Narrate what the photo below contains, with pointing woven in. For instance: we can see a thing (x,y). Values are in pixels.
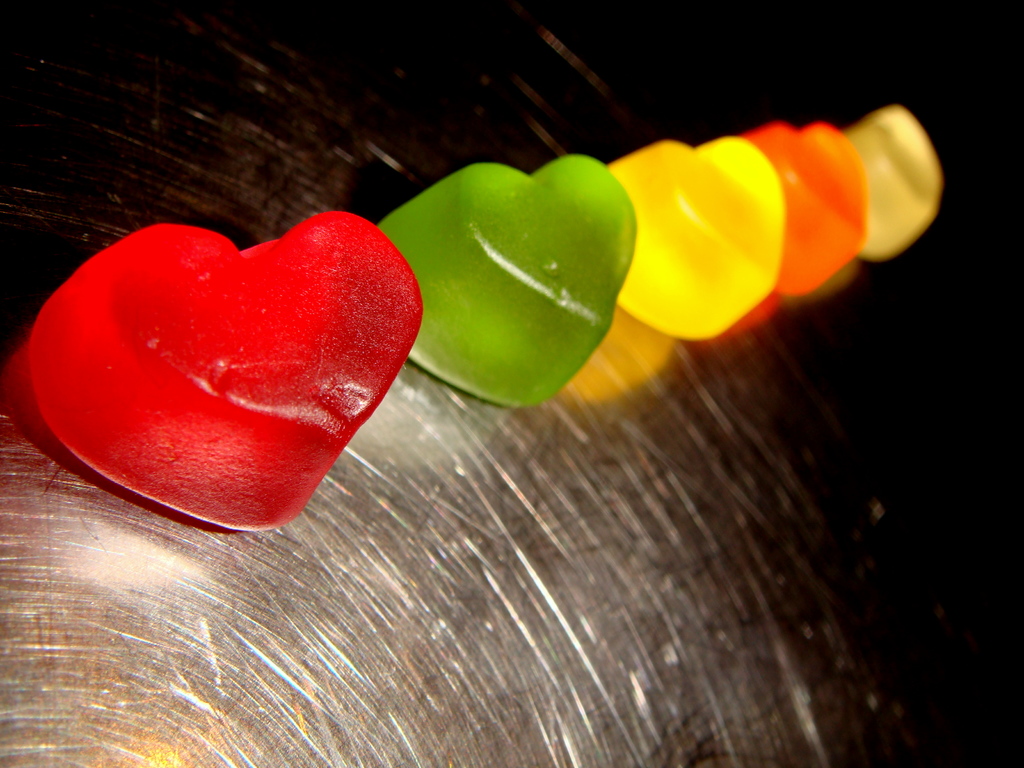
In this image in the center (406,343) there are different types of jellies (477,307), and in the background (418,385) there is a bowl (541,539).
